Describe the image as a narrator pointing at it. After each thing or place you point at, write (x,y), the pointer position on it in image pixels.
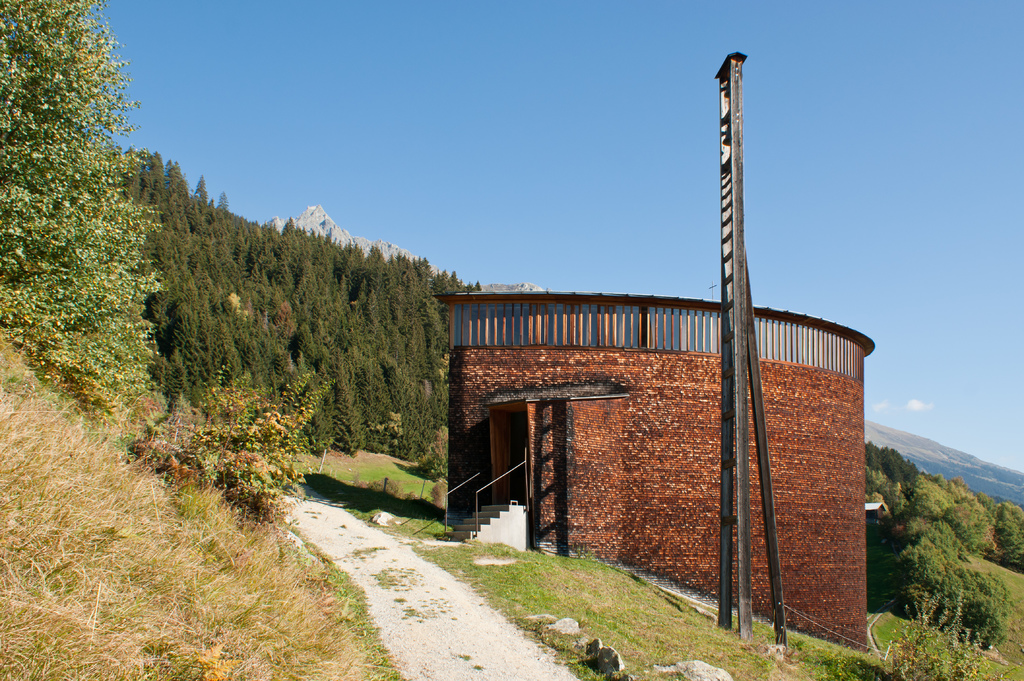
In this image there is a shed (668,396) and we can see stairs (478,534). On the right (735,84) there is a pole (741,96). At the bottom (364,605) there is grass (216,584). In the background (372,419) there are trees (887,454), hills (903,438) and sky (346,204).
